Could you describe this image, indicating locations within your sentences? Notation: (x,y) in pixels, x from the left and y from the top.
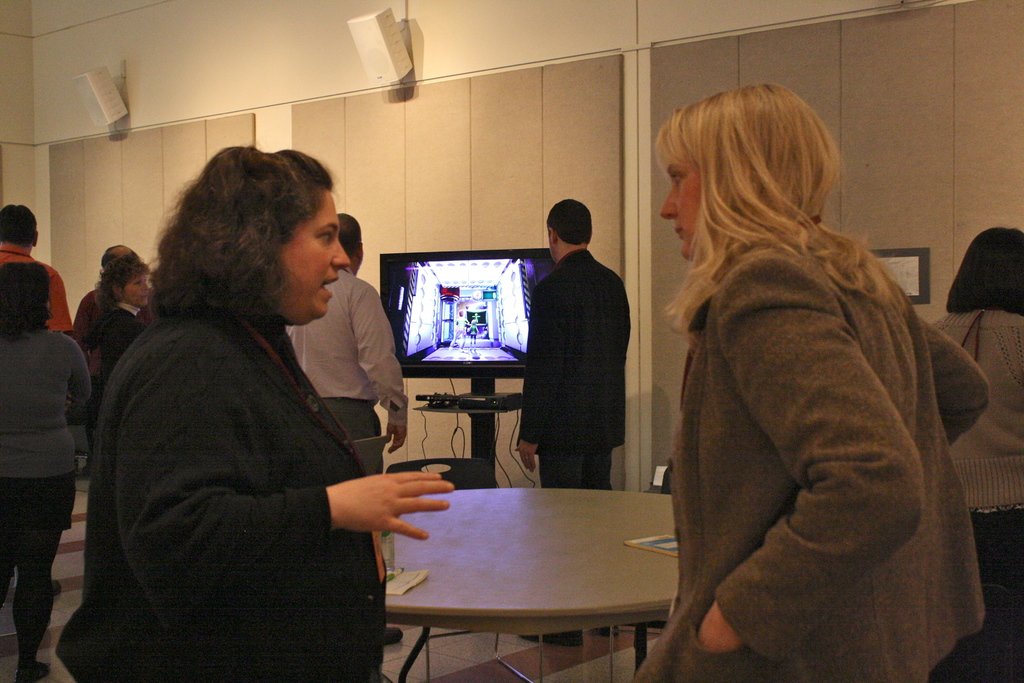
there are many people (257,289) standing in a room (639,140) there is an LED screen (482,349) there is a table (541,609) in front of them.
